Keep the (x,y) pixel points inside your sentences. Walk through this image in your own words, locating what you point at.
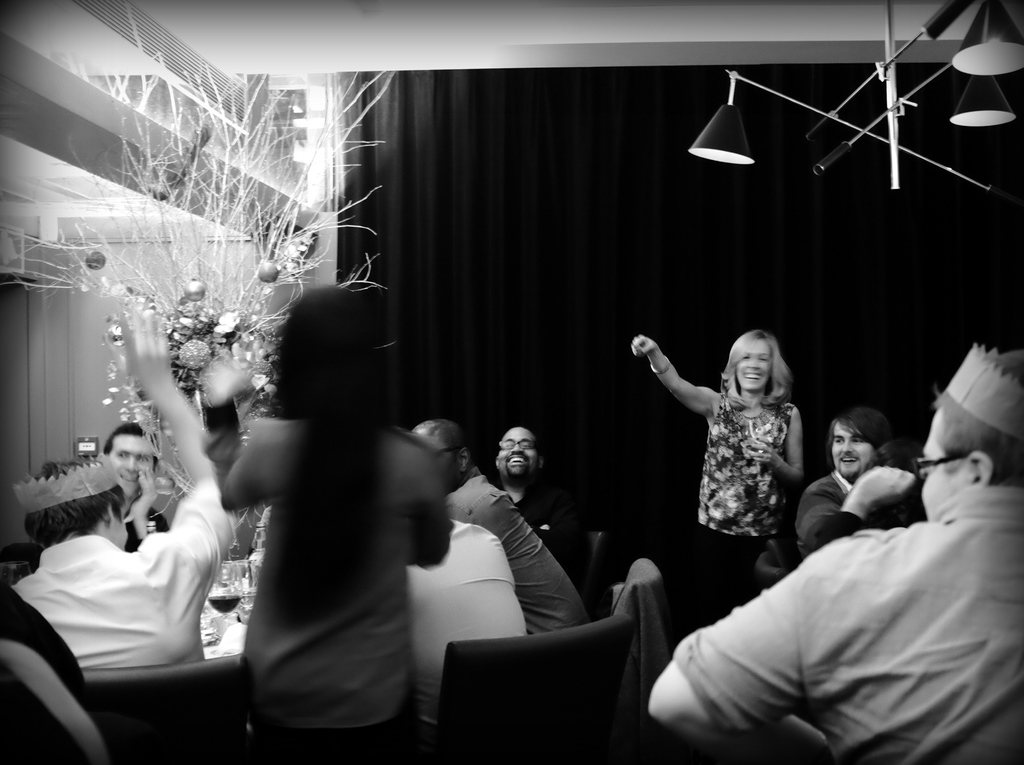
In this image there are a few people (558,577) in a room (789,365) sitting on a chair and two ladies (386,491) standing, lights (971,60) attached to the roof (911,51) and a decorative item (223,242) at the back (219,216).
